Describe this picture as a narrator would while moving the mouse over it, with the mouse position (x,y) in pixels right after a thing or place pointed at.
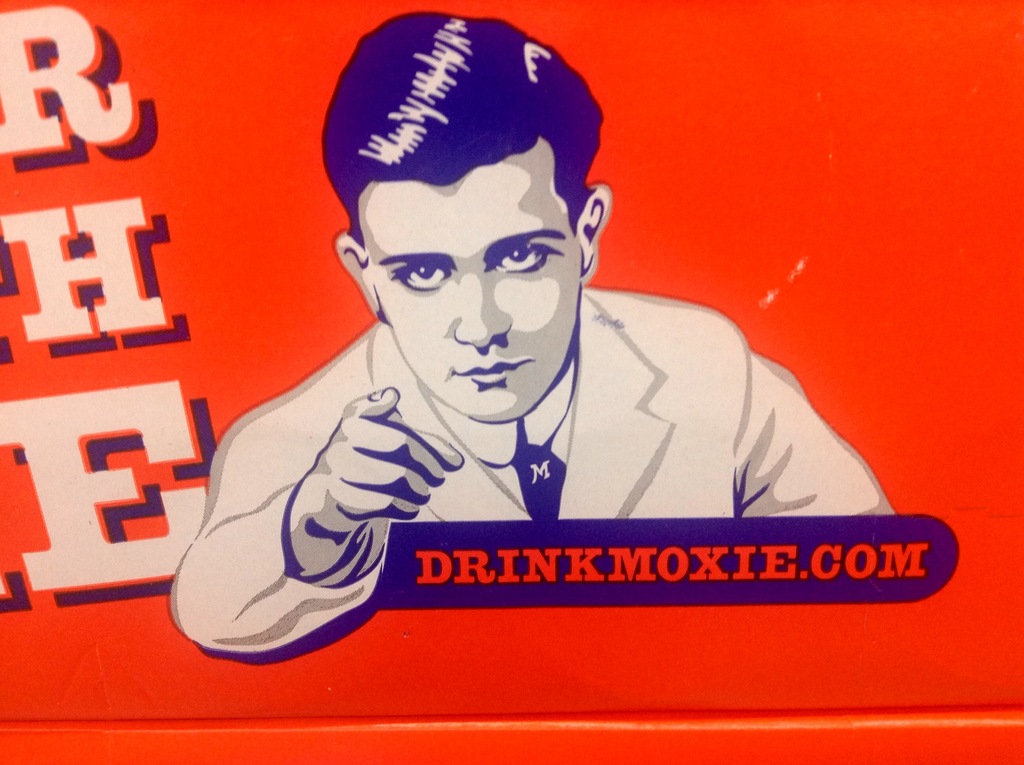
This is a poster (360,368) with a painting (416,361) of a person (397,345) and something written on that.
